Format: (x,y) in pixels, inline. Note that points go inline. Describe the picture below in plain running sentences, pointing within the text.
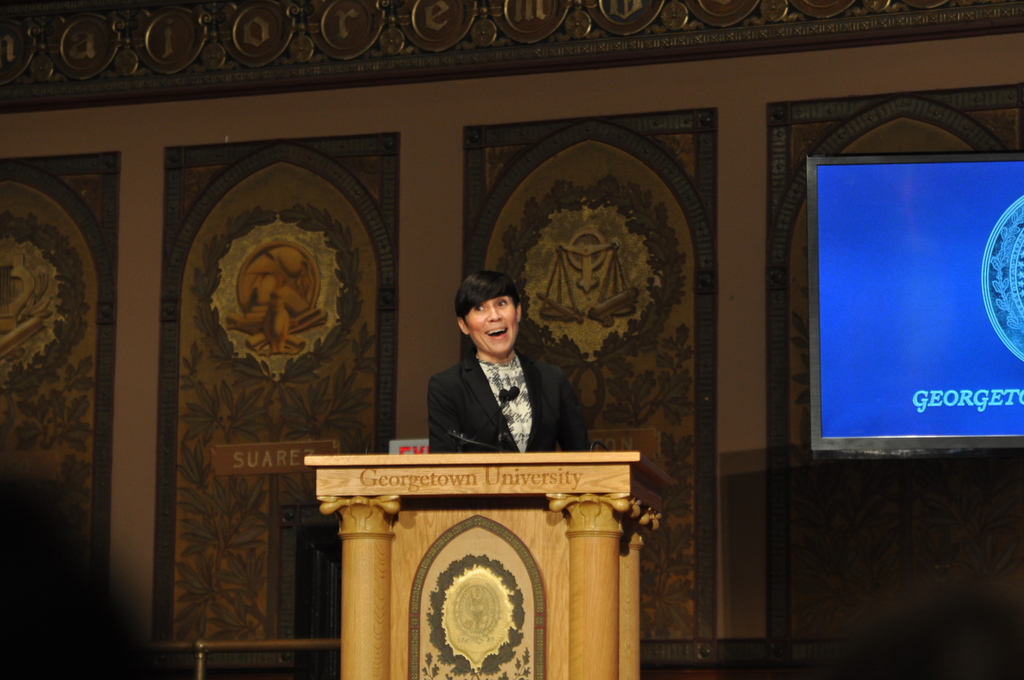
There is a person (505,326) standing, in front of this person (542,390) we can see microphones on the podium (470,636). In the background (288,401) we can see designed wall (712,119) and screen (942,333).
